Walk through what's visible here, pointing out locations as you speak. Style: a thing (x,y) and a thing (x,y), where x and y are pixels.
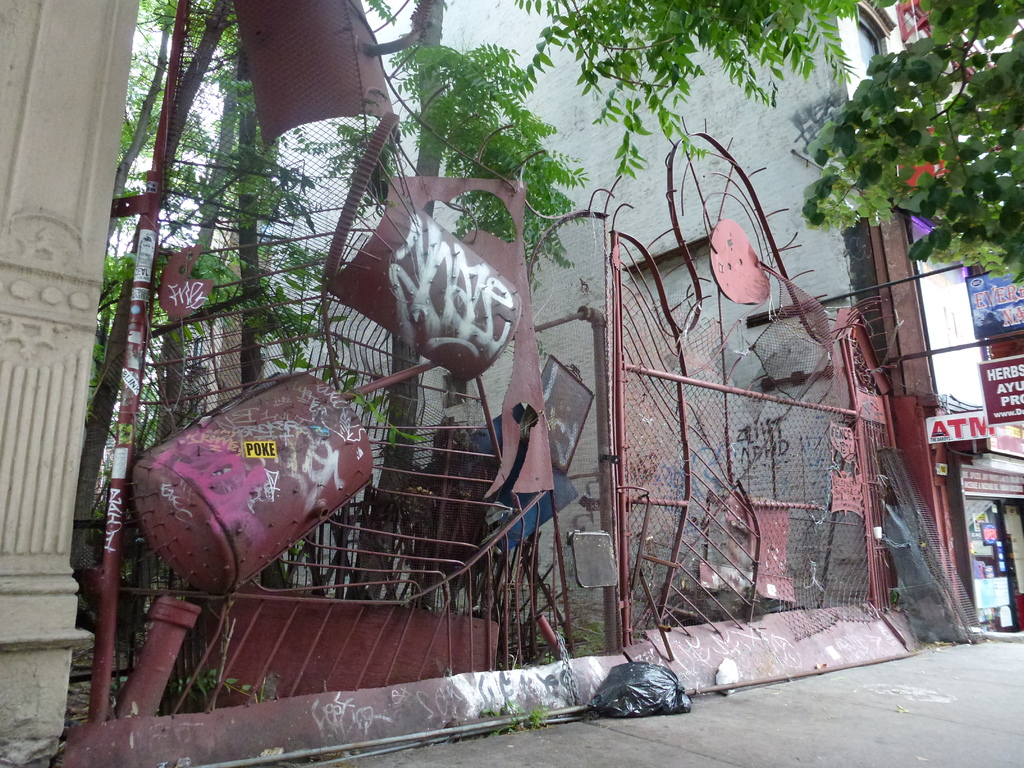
in foreground (536,719) a road (599,729) and black color plastic bag (627,706). On the left side (26,271) a white color pillar (96,220) is present. On the right side (986,428) we have ATM (929,418) and some text (991,369) written over there. On top (721,21) we have trees (591,12) which are in green color. In the middle of the image (607,297) we have iron contained materials (429,358) on which some text (341,444) written like POKE.
